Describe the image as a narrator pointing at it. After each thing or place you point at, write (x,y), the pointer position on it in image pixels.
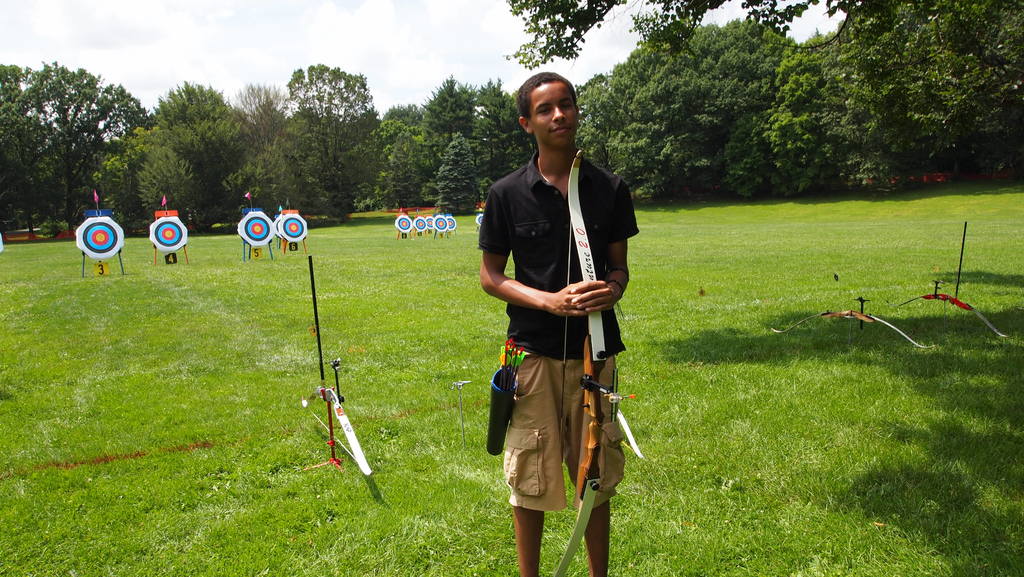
In this image we can see a person (563,266) wearing black color shirt (532,279), brown color short (541,482) holding bow (569,328) in his hands (566,294) and at the background of the image (426,221) there are some target archery (454,224), there are some trees (45,227) and cloudy sky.
